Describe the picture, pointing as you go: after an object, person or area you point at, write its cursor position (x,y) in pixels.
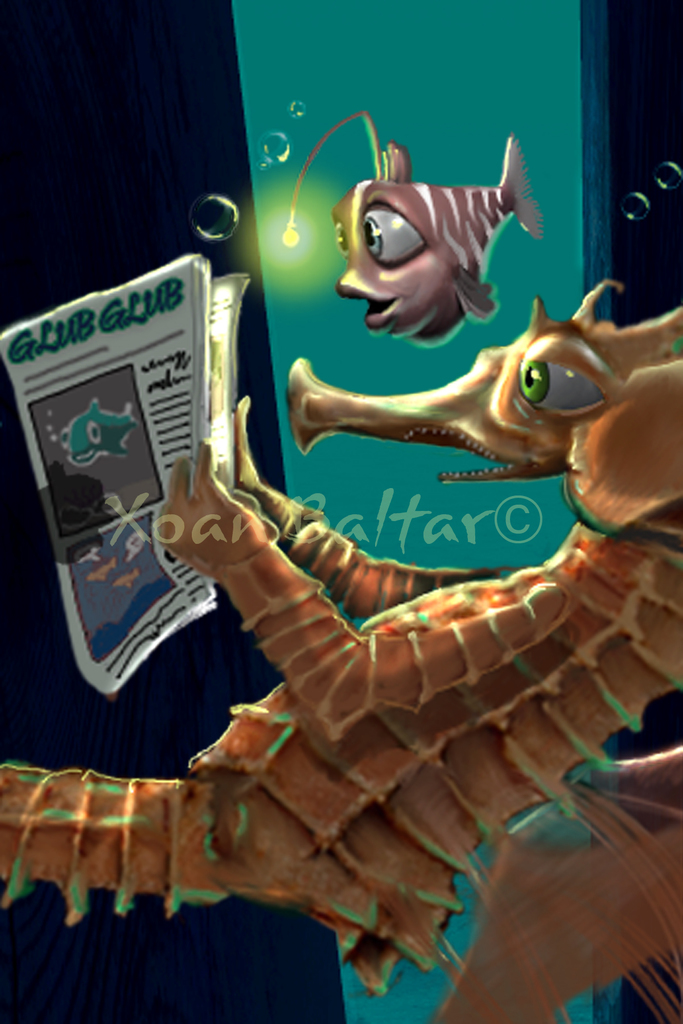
It is the animation image in which there is a seahorse (347,672) reading the newspaper (123,430). Beside it there is a fish (439,273).
